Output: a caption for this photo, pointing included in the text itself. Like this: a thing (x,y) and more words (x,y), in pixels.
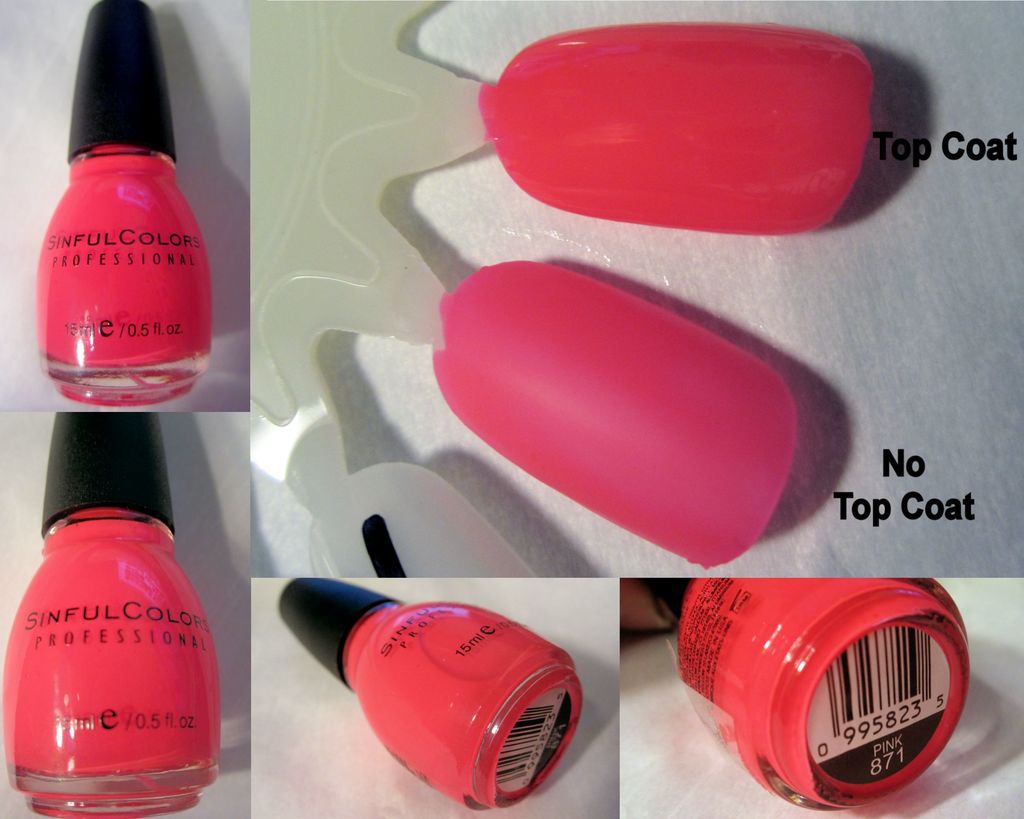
This image consists of nails (523,450) and nail polishes (67,313). This is an edited image. It is in pink color.
